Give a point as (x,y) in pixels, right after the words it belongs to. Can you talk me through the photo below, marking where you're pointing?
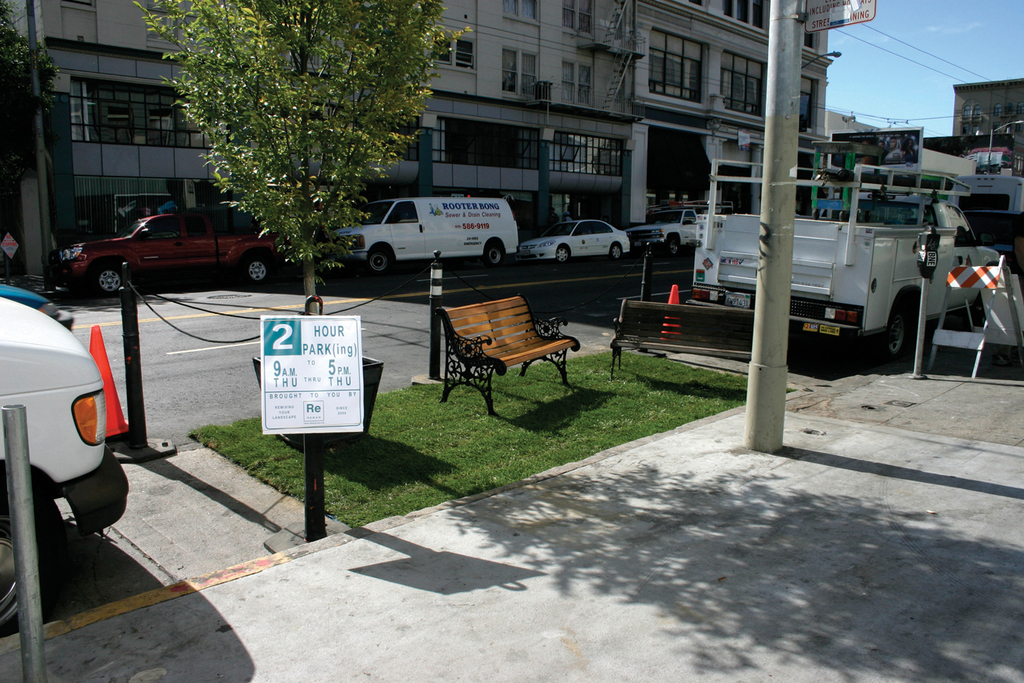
In this image we can see a benches (654,317), cars (541,255), trees (336,187), building (602,85), road blocker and pole (772,204).
